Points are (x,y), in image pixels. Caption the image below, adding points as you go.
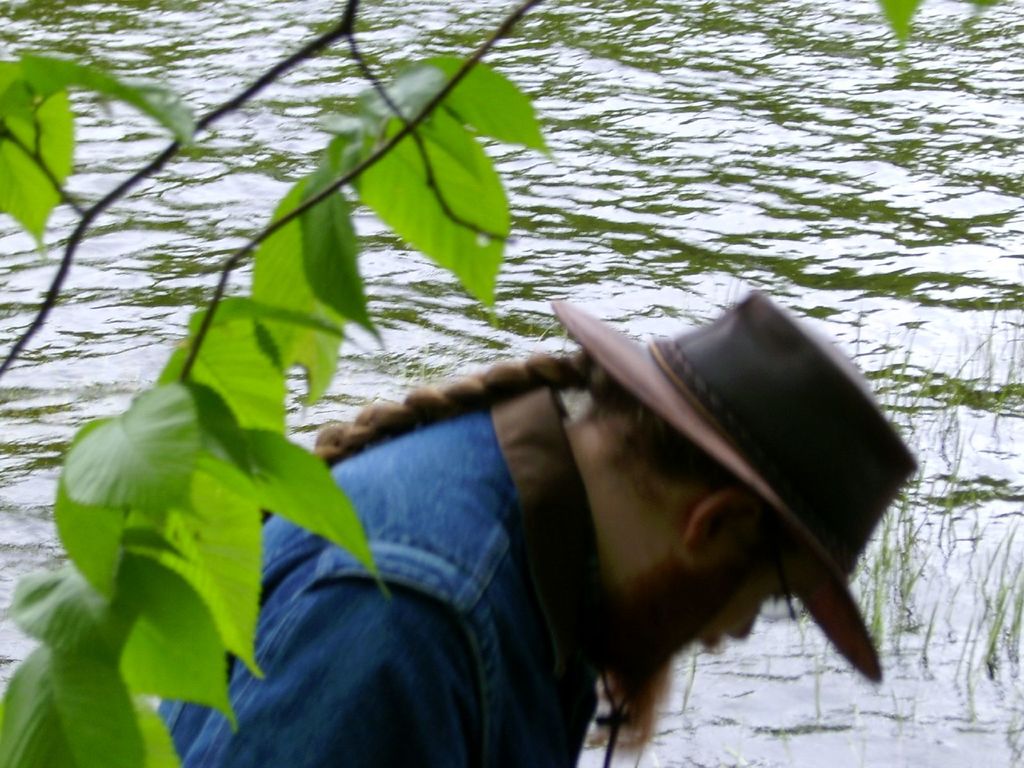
In this image there is a person (522,632) standing beside the water (957,589), also there is a branch (62,478) of tree (68,722).
